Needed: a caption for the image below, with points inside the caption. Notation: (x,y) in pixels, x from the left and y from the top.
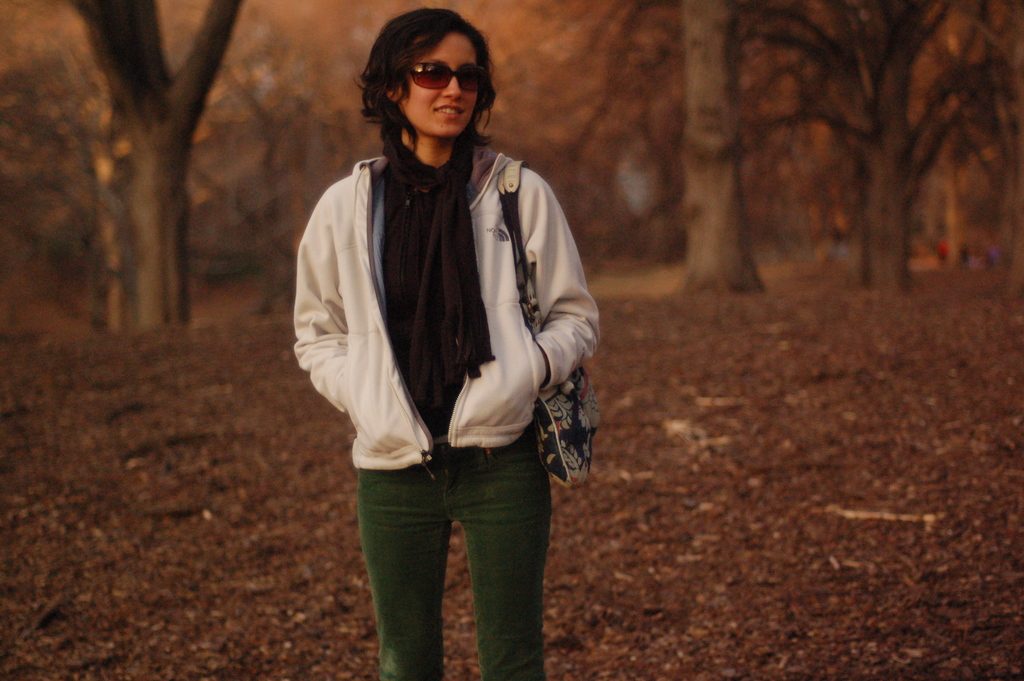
In this picture we can see a woman (416,368) is standing and smiling, she is carrying a bag (572,395), in the background (143,149) there are some trees (783,87).
